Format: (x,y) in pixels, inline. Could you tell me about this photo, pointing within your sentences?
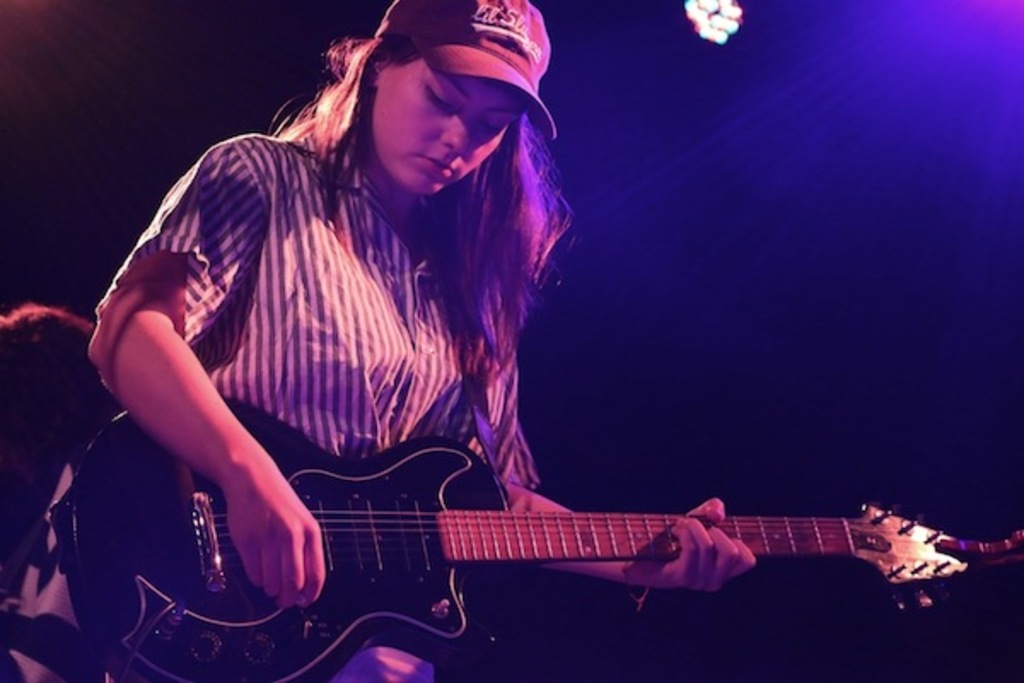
The picture is clicked in a musical concert where a lady (169,243) who is wearing a cap (499,66) is playing a guitar (329,538) and in the background (711,18) there is a light (709,41) fitted to the roof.
